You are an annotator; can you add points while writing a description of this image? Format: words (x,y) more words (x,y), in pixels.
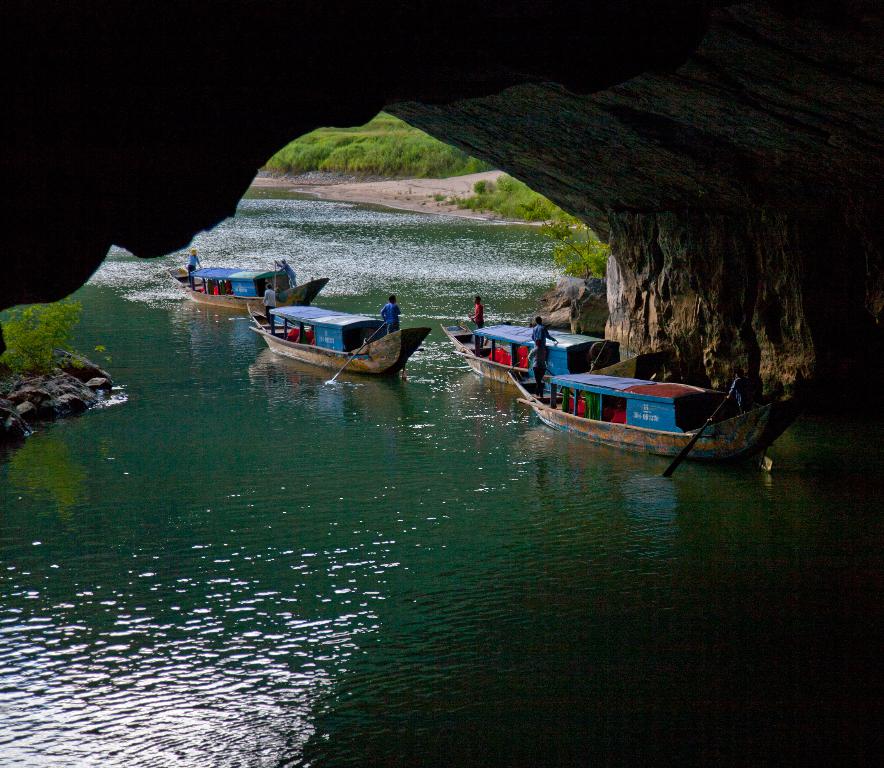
At the top (550,87) we can see a rock (425,57). At the bottom (548,564) there is a water body (496,481). In the middle of the picture (323,280) we can see boats (243,273), people (391,327), rocks (73,369) and plants (53,354). In the background (452,159) there are plants (491,169) and sand (378,198).
